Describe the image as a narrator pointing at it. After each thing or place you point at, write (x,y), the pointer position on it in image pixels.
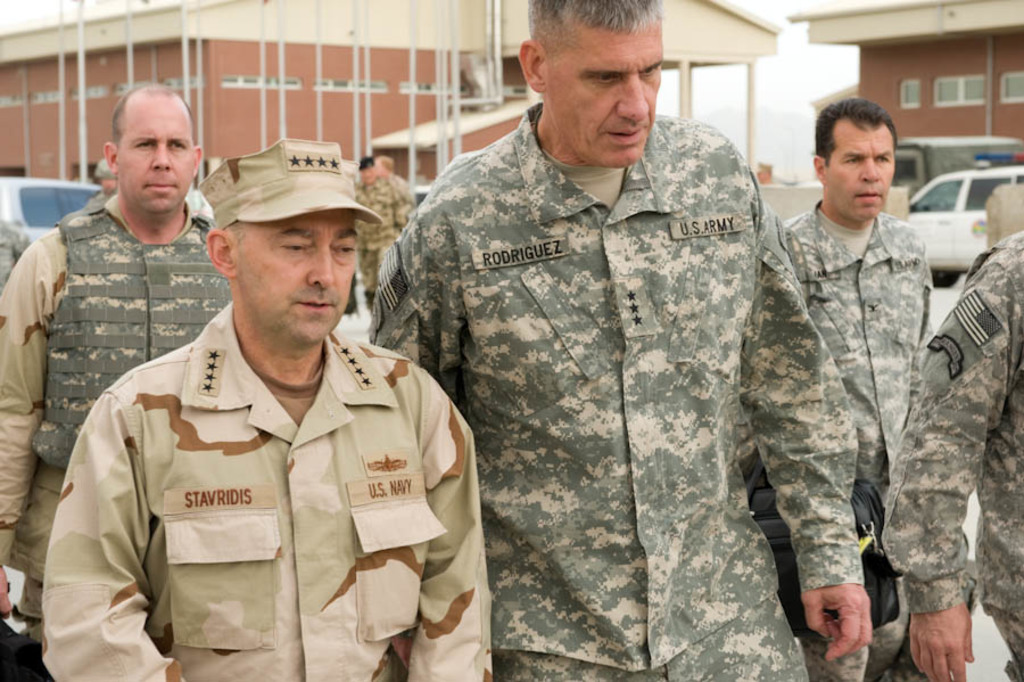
In the picture, there are a group of soldiers (562,323) walking on the ground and behind them there are two quarters (962,59) and in front of those quarters (65,143) some vehicles (921,160) are parked.
